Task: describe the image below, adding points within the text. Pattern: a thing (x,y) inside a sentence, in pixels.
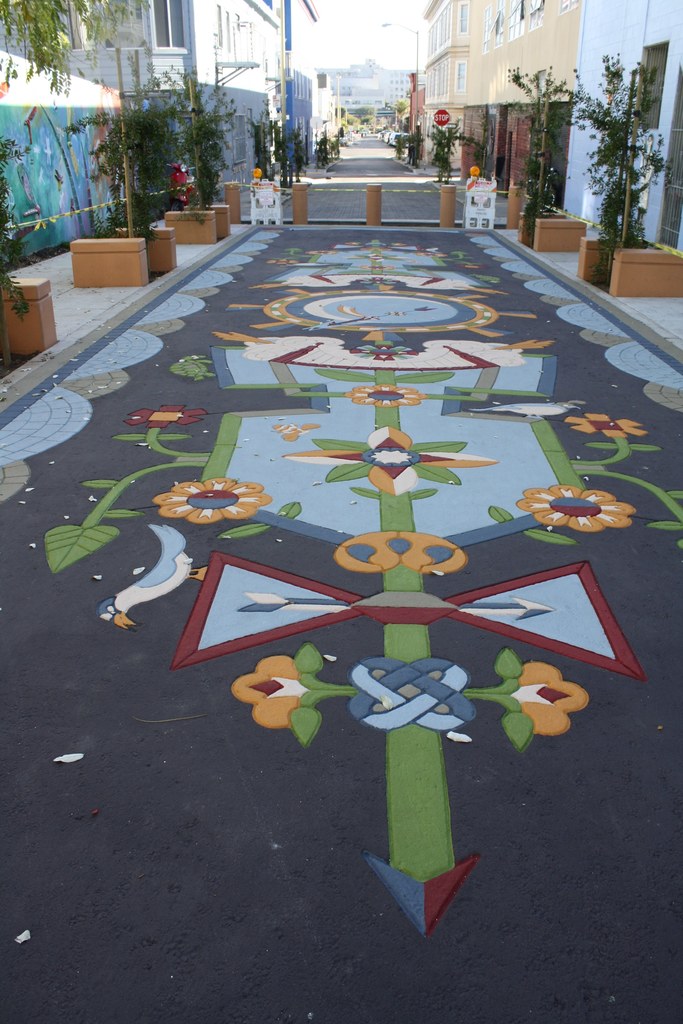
In this picture I can observe a design (298,446) on the floor (241,638). I can observe plants (149,150) on either sides of this design (355,323). There are buildings (337,75) in this picture.
